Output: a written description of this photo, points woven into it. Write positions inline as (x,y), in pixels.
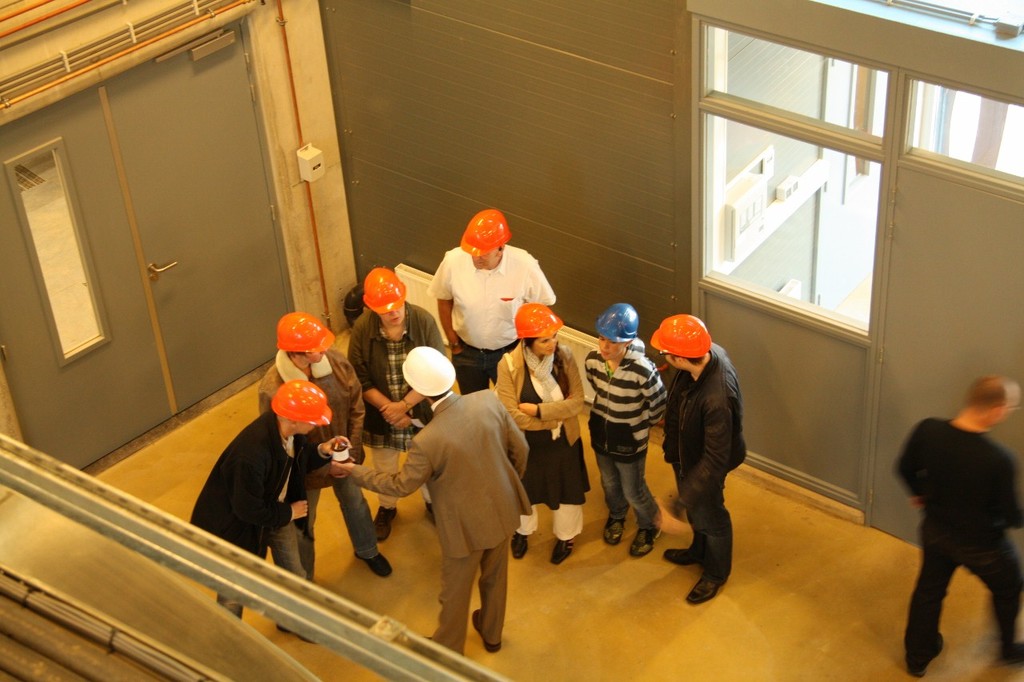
In this image I can see few persons (399,411) standing. All of them are wearing helmets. On the left side (234,289) I can see a door (174,301). On the right side (935,515) I can see a person (938,554) walking.
